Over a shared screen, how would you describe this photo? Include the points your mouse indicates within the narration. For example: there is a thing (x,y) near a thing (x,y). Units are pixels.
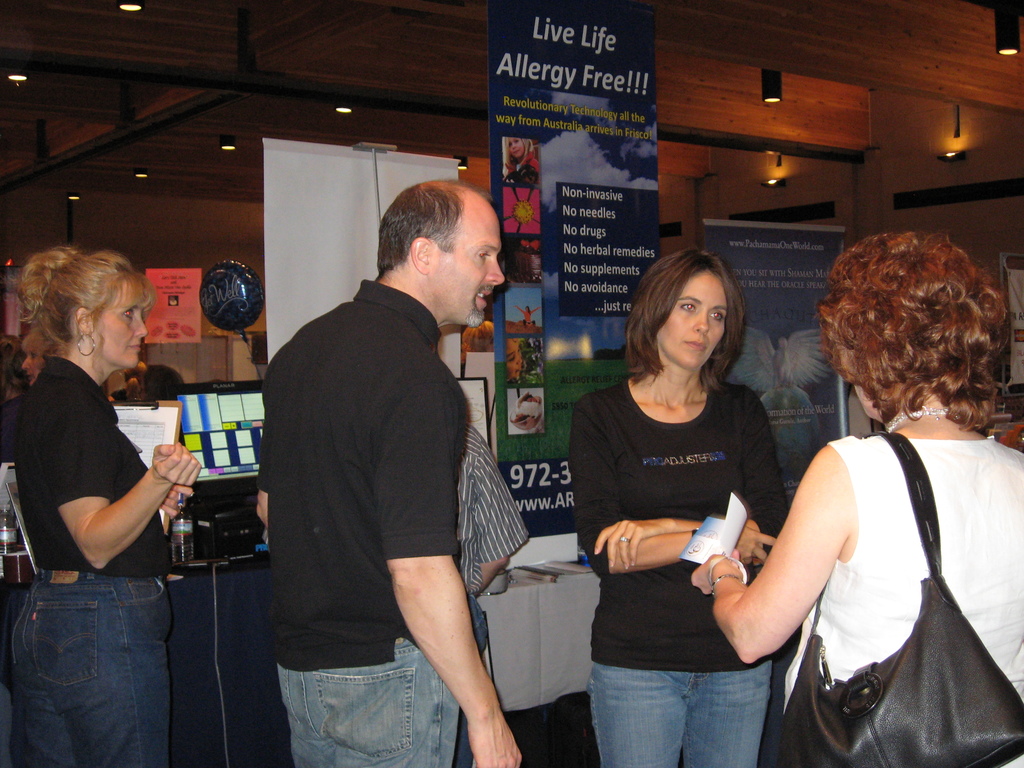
These persons (161,481) are standing. These three persons (669,520) wore black t-shirt (584,480). This woman (973,478) wore handbag (916,702) and holding a paper (727,529). At background (712,240) there are posters (631,227) and banner (764,243). Lights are on top (773,104). Here we can able to see a balloon (243,310). On this table (217,568) there is a monitor (226,442) and bottle (186,527). This woman (141,538) is holding a pad (145,434) with paper (145,434).
